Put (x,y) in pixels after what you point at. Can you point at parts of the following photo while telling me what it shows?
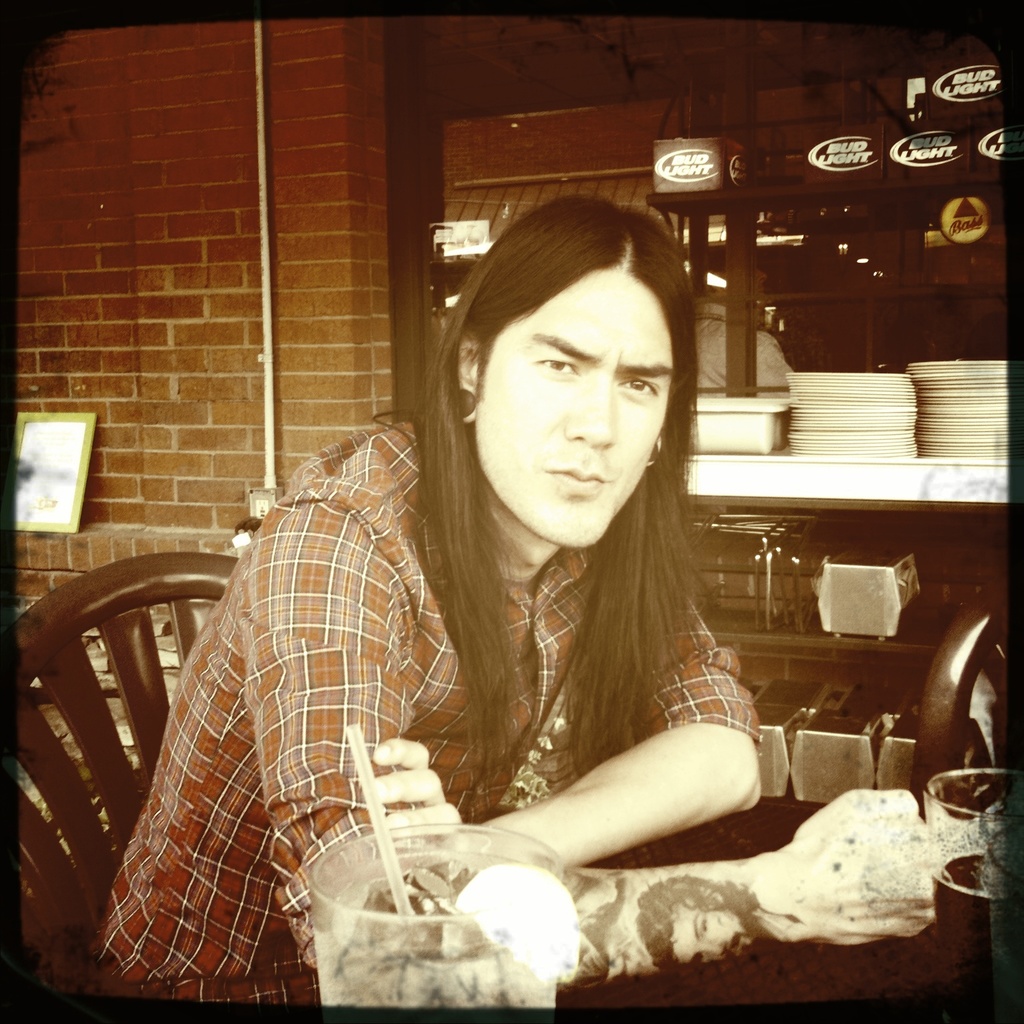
There is a person (336,560) sitting in chair (152,757) and there is a table (682,863) in front of him, Which has two glasses (946,874) placed on it and there are few other objects (883,390) in the background (858,402).
